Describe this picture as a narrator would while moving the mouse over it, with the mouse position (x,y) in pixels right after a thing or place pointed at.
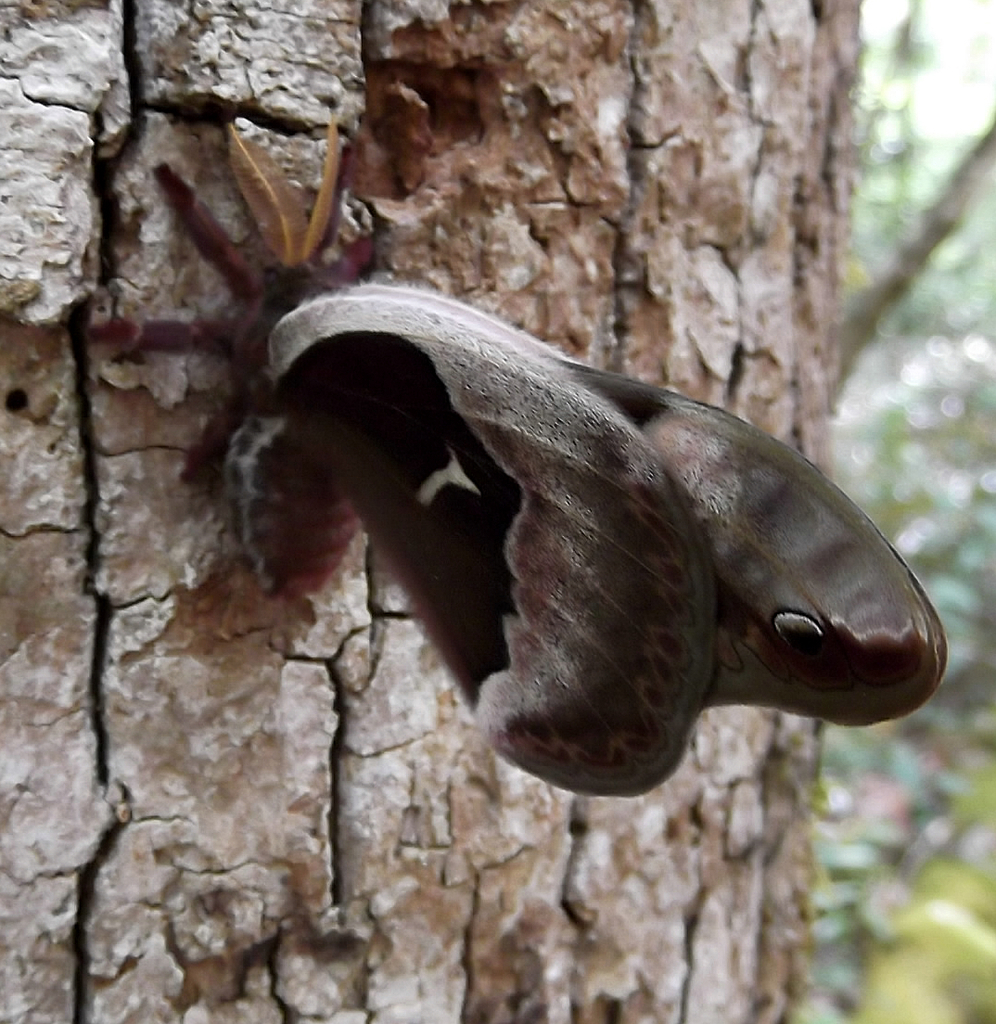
Here in this picture we can see a butterfly (227,347) present on the trunk (525,65) of the tree (75,232) over there.
